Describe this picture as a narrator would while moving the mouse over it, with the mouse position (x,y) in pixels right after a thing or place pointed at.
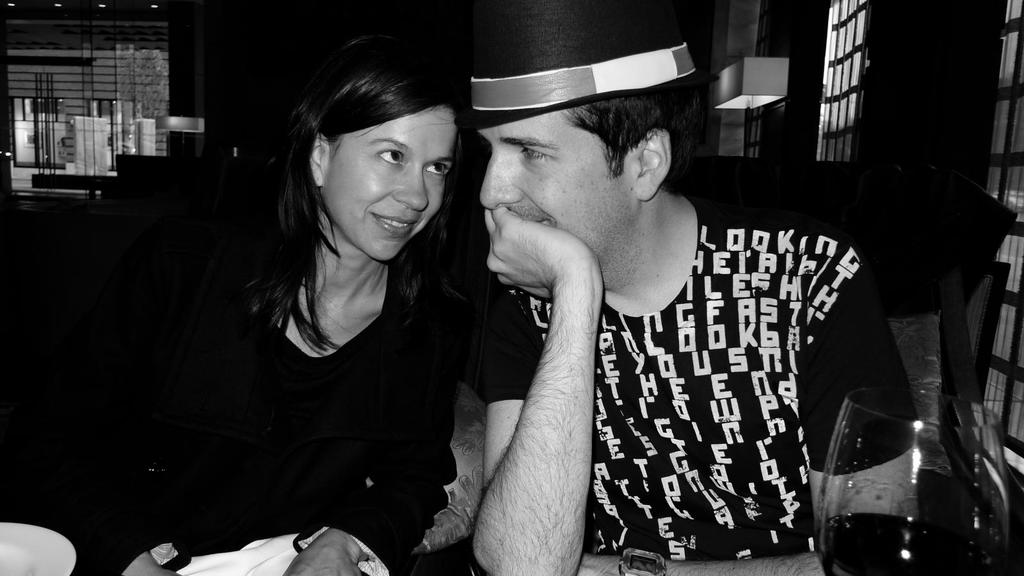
This is a black and white image. We can see a few people (347,282). We can see a glass (841,548) on the bottom right corner (828,540). We can see the wall (249,76) with some objects (198,119) and glass doors (29,121). We can also see an object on the bottom left corner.
